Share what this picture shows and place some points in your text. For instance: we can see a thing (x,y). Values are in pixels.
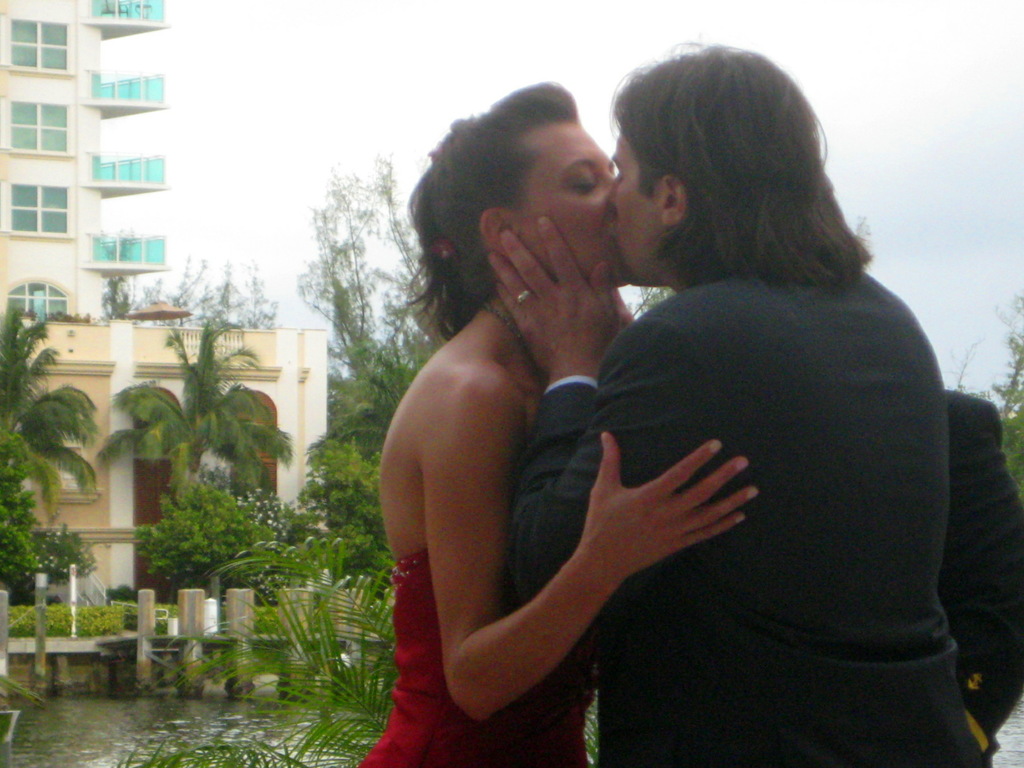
In the foreground of this image (641,456), there is a woman (447,540) and a man (717,622) kissing each other and it seems like there is another person (992,622) behind them. In the background (202,729), there is water (103,708), greenery (230,536), buildings (168,367) and the sky (450,70).
